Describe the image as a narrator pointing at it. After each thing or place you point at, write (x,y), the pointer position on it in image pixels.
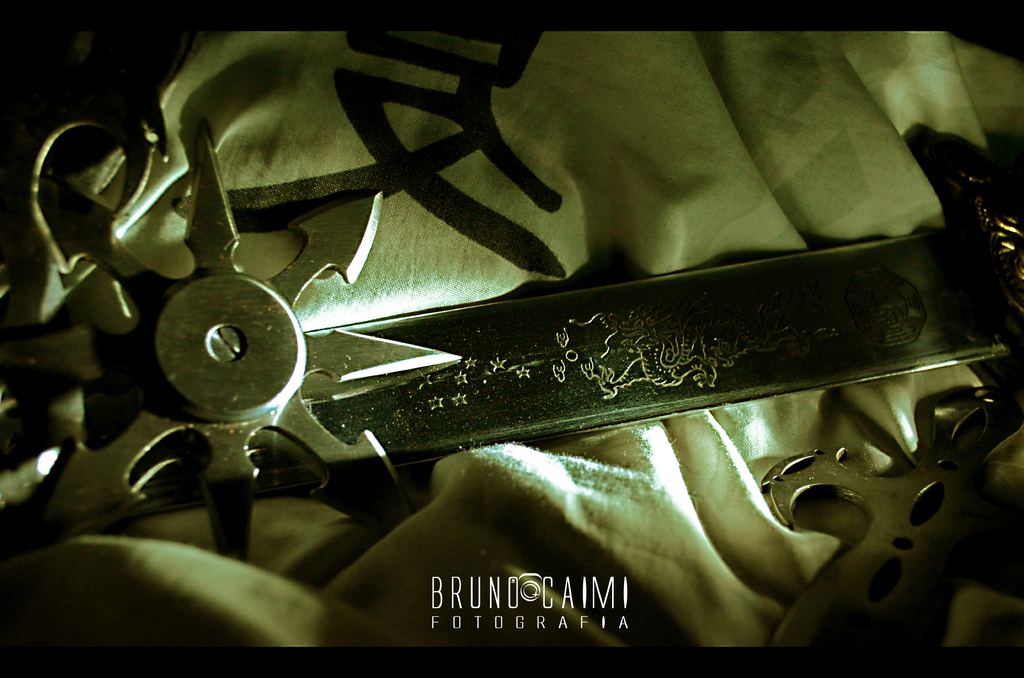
In this image there are knives (884,322) on the cloth (609,169) and there is some text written on the bottom of the image (597,590).
